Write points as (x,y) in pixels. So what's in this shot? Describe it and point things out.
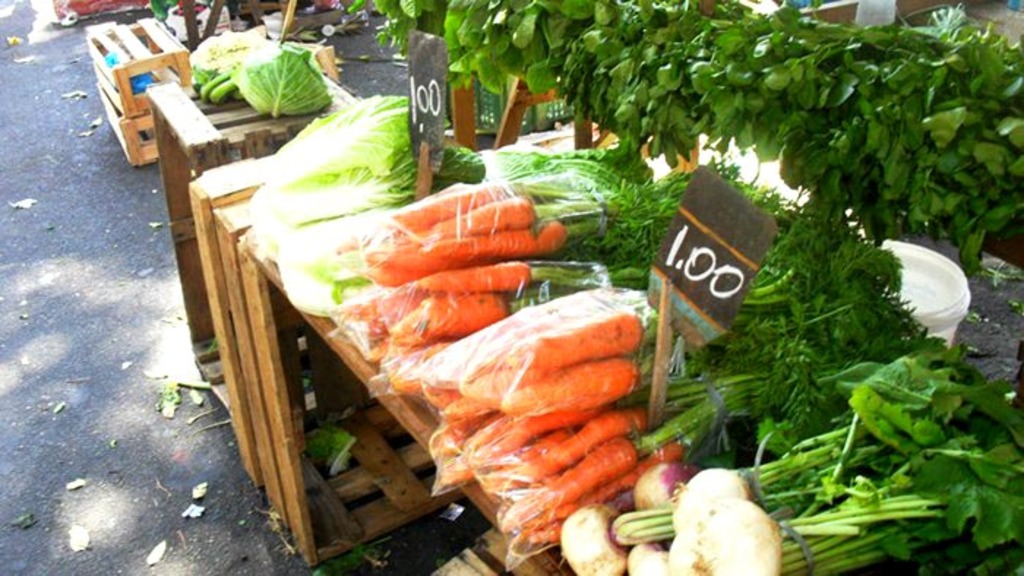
In this picture there are carrots (595,498), turnips (573,559), cauliflowers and leafy vegetables (657,116) on the tables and there are boards (659,298) on the tables (400,391). At the back (943,312) there is a bucket (929,311). At the bottom (136,398) there is a road (120,449).
